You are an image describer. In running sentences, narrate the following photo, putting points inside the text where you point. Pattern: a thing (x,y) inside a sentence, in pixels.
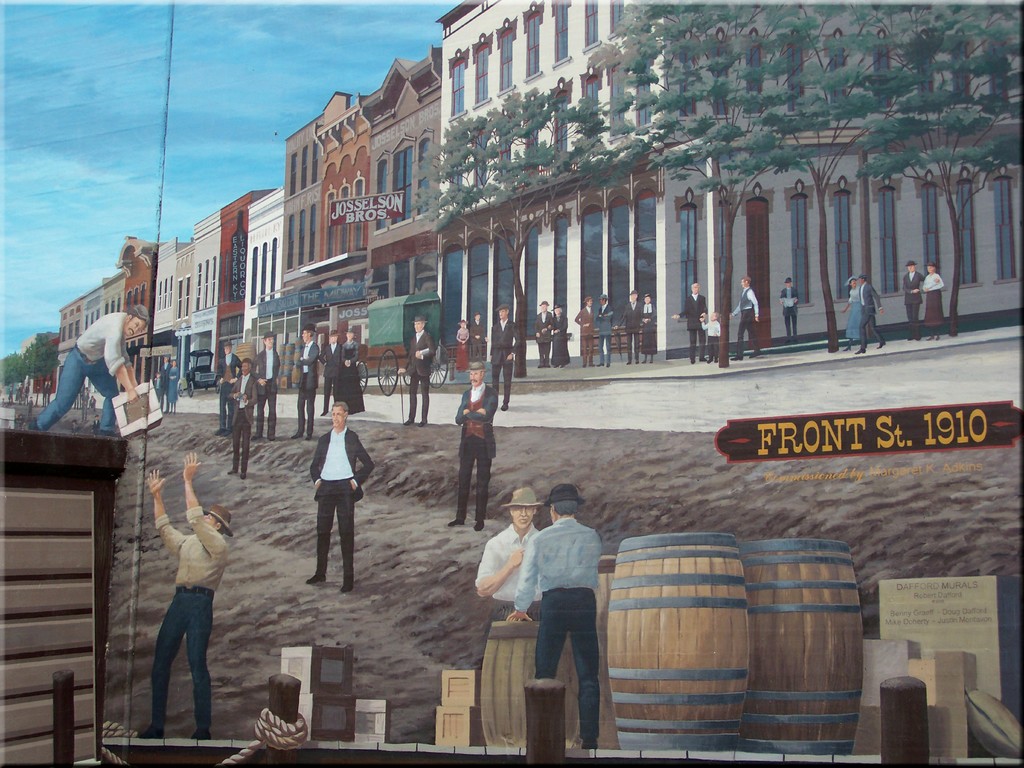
In this picture there are few persons (462,398) standing and there are buildings (566,212) and trees (732,127) in the background (515,152).
